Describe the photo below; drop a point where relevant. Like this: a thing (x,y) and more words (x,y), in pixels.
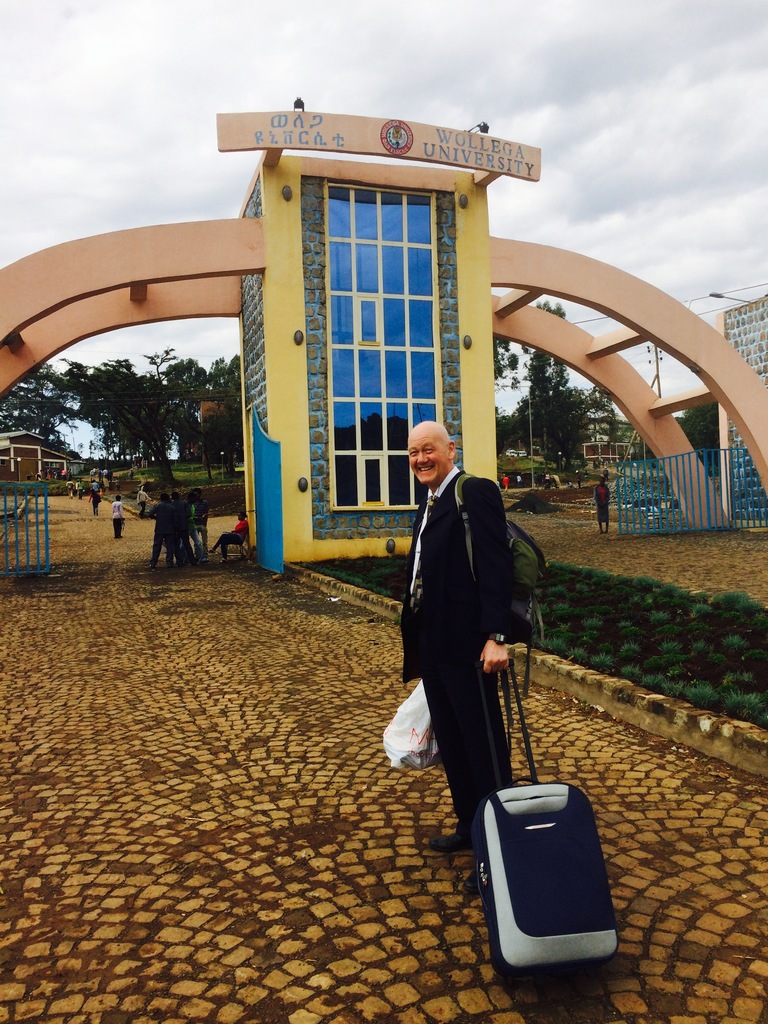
In the center of the image (428,490) there is a person (412,584) standing with trolley (515,851) on the ground (383,857). In the background (513,320) we can see arch (251,256), trees (117,400), grass (369,580), persons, sky (147,205) and clouds (575,131).
